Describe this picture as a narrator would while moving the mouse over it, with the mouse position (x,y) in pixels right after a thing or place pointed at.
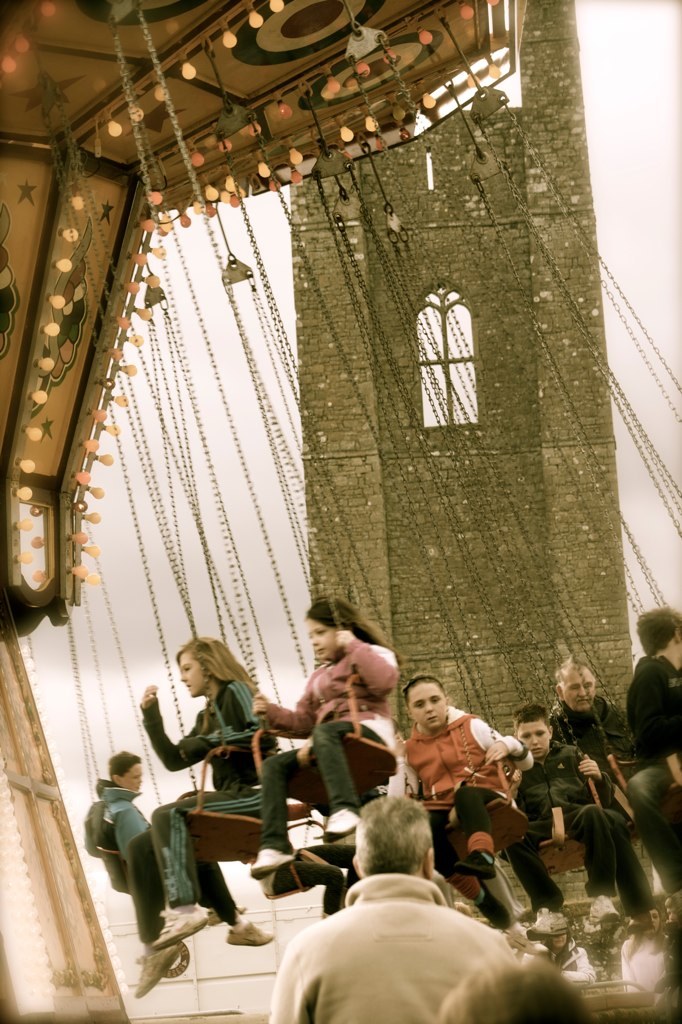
In this picture I can see group of people (444,823) among them some are sitting on objects (556,813). These objects (428,804) are attached with chains (260,318). In the background (513,438) I can see sky (247,502) and building (507,419).
